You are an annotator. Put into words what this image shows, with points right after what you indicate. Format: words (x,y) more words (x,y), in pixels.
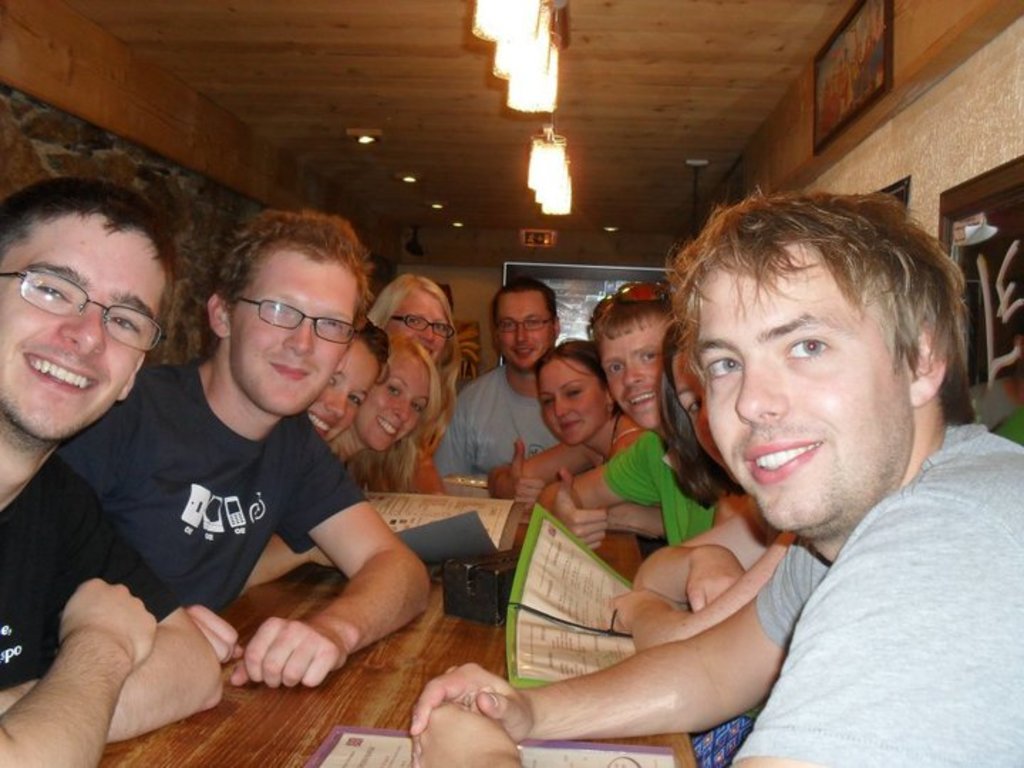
In this image we can see people (607,340) are sitting near the table (375,677) where menu cards (503,510) are kept. Here we can see photo frames (1003,181) on the wall (965,181) and we can see the ceiling lights (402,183).
